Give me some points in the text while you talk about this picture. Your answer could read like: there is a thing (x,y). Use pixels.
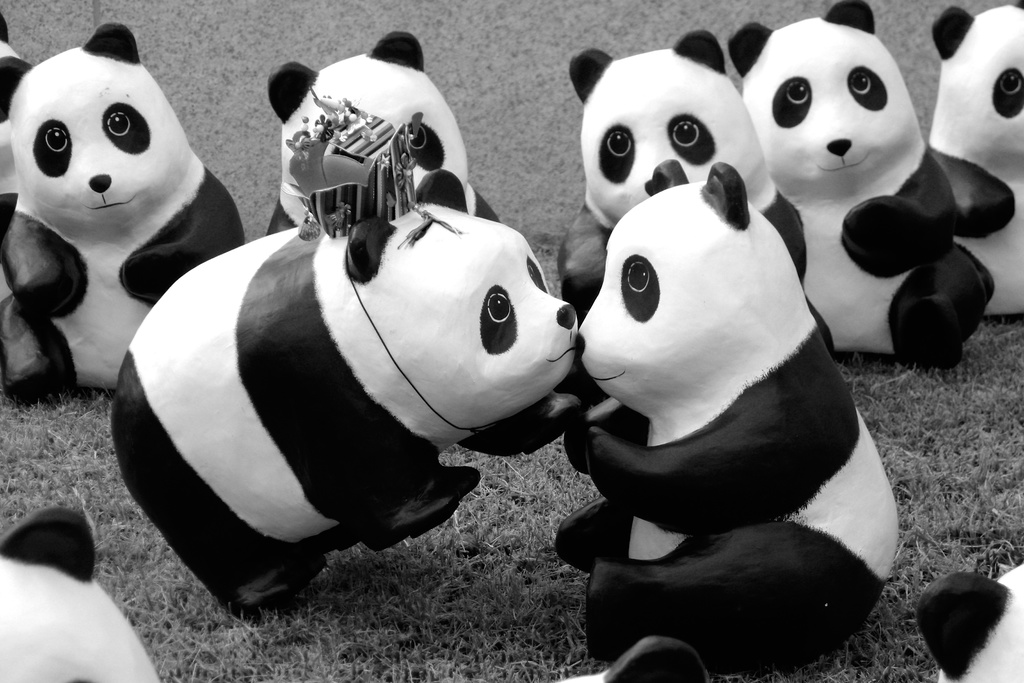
This is a black and white image. There are many toy pandas (504,430).
